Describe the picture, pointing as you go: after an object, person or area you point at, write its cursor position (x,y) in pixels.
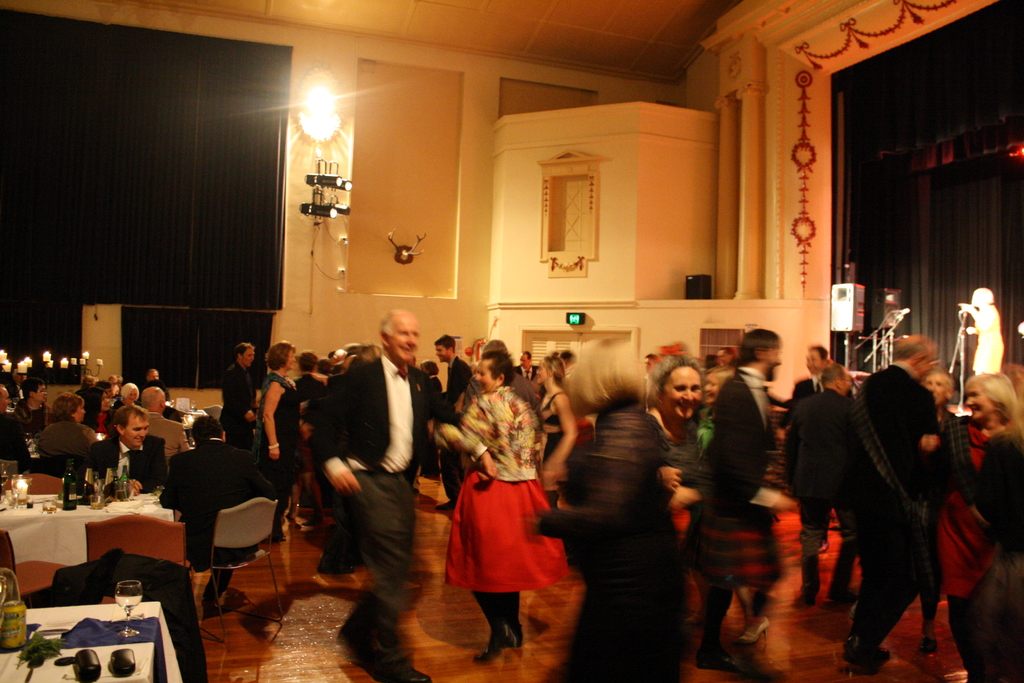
In this image there are group of people (409,366) dancing, there are group of people (205,544) sitting on the chairs (130,524), there are bottles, glasses (1,472) and some other objects (40,660) on the tables (121,514), and there are candles (7,360) with the candles stands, there are lights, mike's (967,314) with the mic stands (962,355), a person (979,322) standing on the stage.
